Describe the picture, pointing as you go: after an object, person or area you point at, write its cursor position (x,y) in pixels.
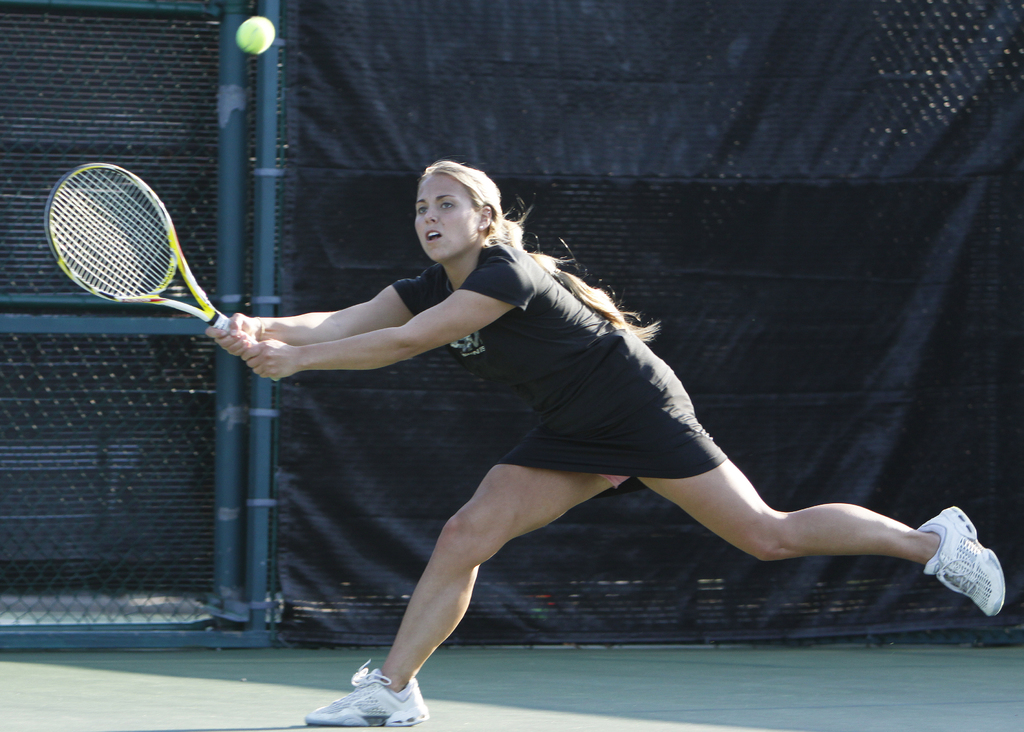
In this picture a lady (425,284) is playing tennis and in the background (176,78) we observe a black fence (169,128).
